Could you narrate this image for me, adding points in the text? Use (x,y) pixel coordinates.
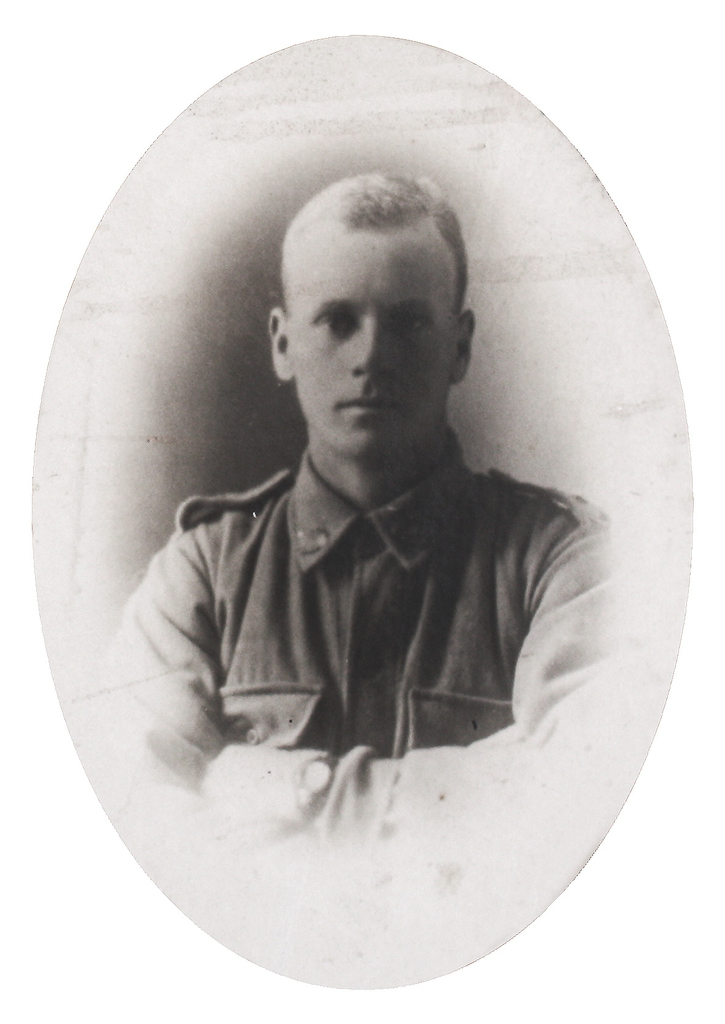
In this image, we can see the poster (371,476) of a person (424,669).
